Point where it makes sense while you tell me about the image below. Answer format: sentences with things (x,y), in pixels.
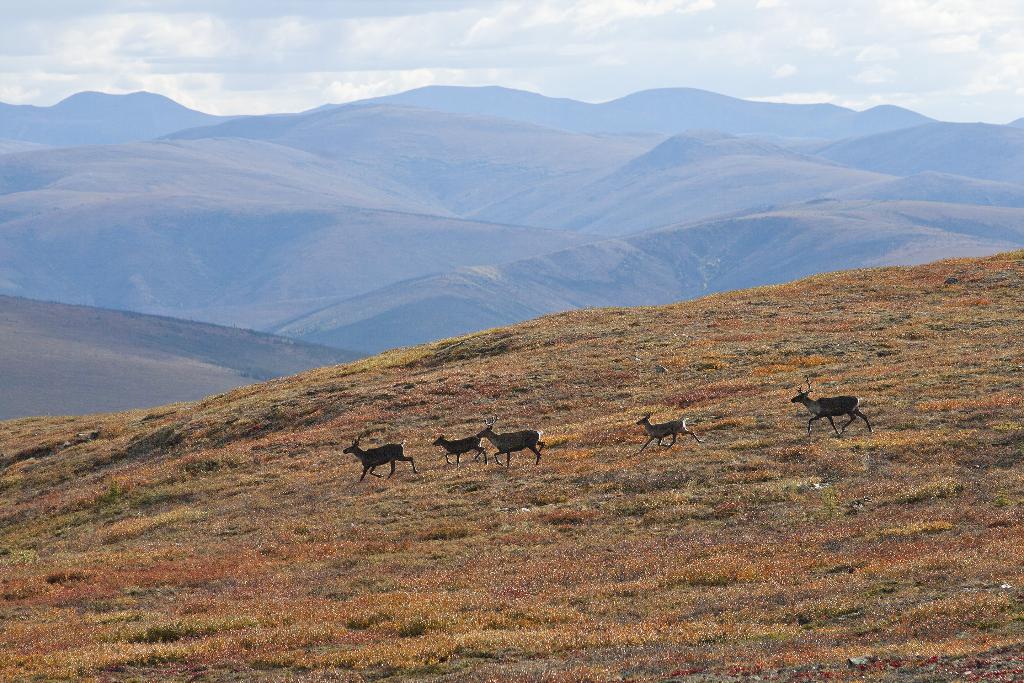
At the bottom of this image (641,542), there is grass (380,611) on the ground (327,627). In the background (73,121), there are animals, mountains (742,135) and there are clouds (416,54) in the sky (232,54).
